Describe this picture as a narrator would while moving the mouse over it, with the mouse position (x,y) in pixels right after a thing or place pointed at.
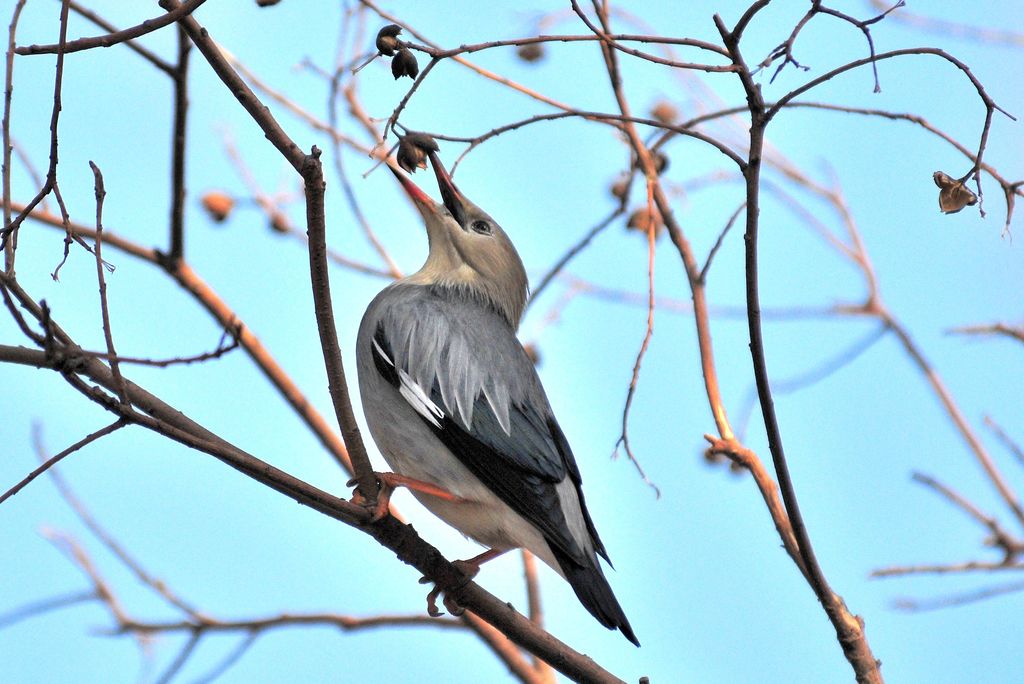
In this image there is a bird (424,446) standing on the tree stem (368,495) and eating the cotton seeds (408,152).
